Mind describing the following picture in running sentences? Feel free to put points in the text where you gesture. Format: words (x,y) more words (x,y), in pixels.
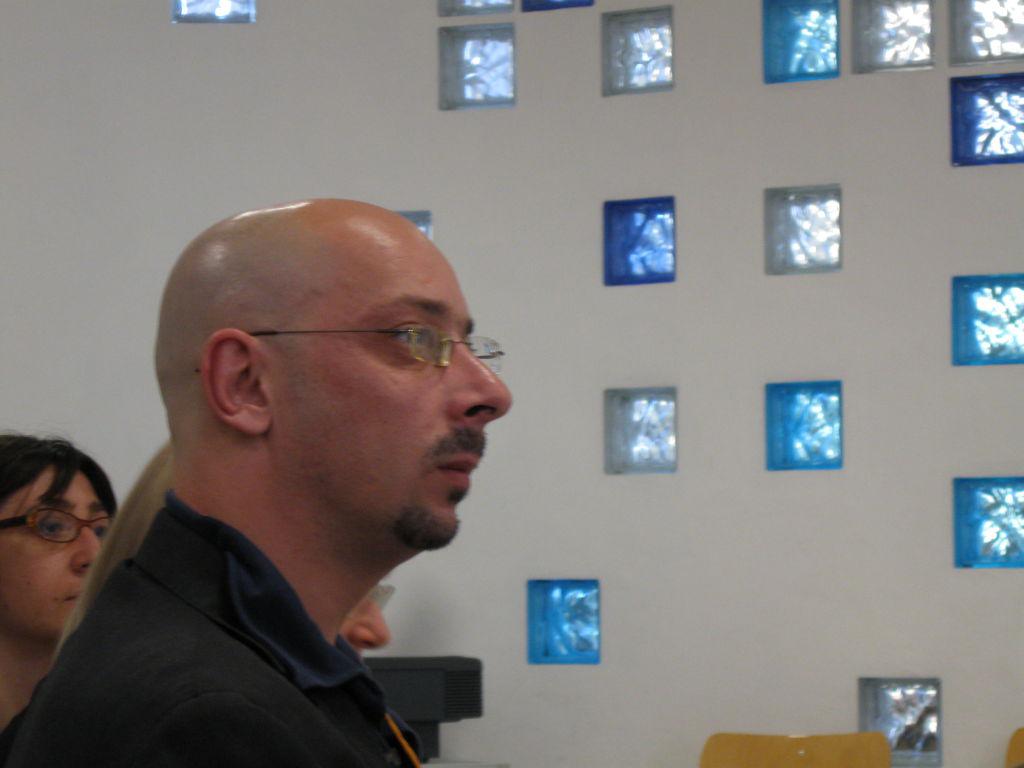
This is an inside view. On the left side (117,686) I can see a man (188,490) and two women (70,540) are facing towards the right side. In the background (797,166) I can see the wall (847,602). At the bottom (758,746) there is a chair (773,742).
